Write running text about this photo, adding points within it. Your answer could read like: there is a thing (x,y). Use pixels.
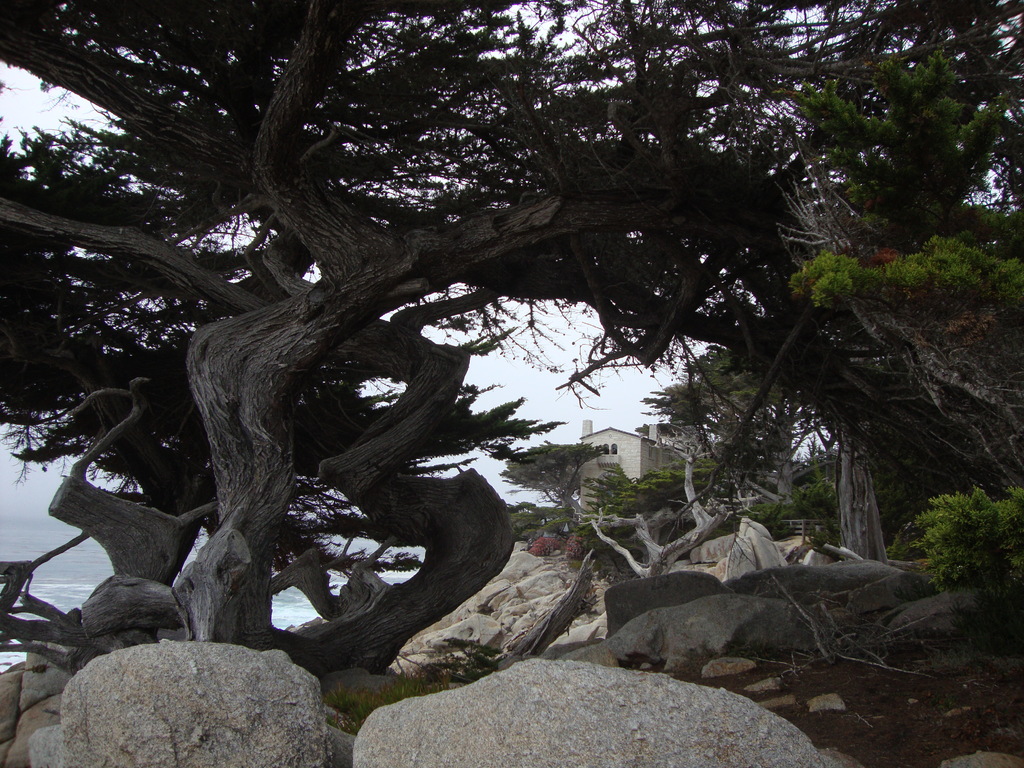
In this image in the center (416,484) there are trees (569,199), and there are buildings (615,443). At the bottom (148,719) there are some rocks (686,655), plants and stones (757,690). And in the background (96,580) there is a beach (20,539) and sky (546,360).
